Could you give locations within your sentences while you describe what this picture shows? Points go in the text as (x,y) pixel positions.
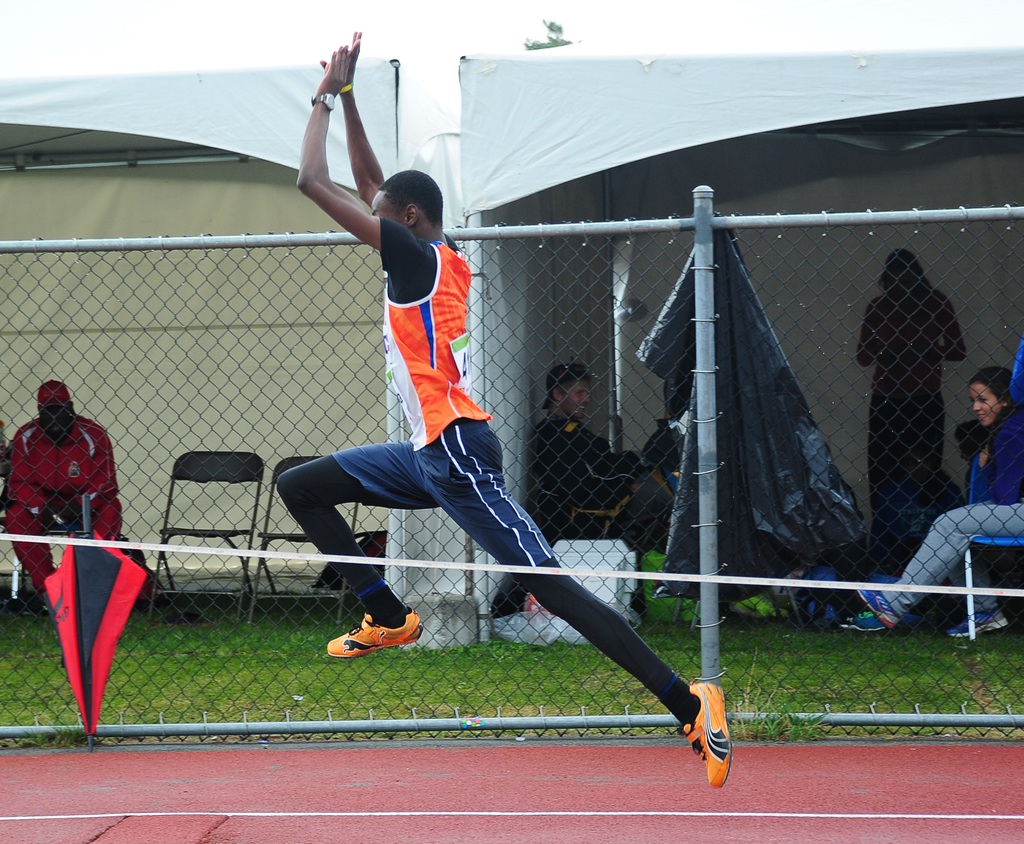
In this image we can see this person (470,475) is in the air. Here we can see the ground (159,767), umbrella (114,601), fence (108,705), grass (809,675), people (603,500) sitting on chairs (986,539), tent (490,327) and sky (647,24) in the background (491,53).
